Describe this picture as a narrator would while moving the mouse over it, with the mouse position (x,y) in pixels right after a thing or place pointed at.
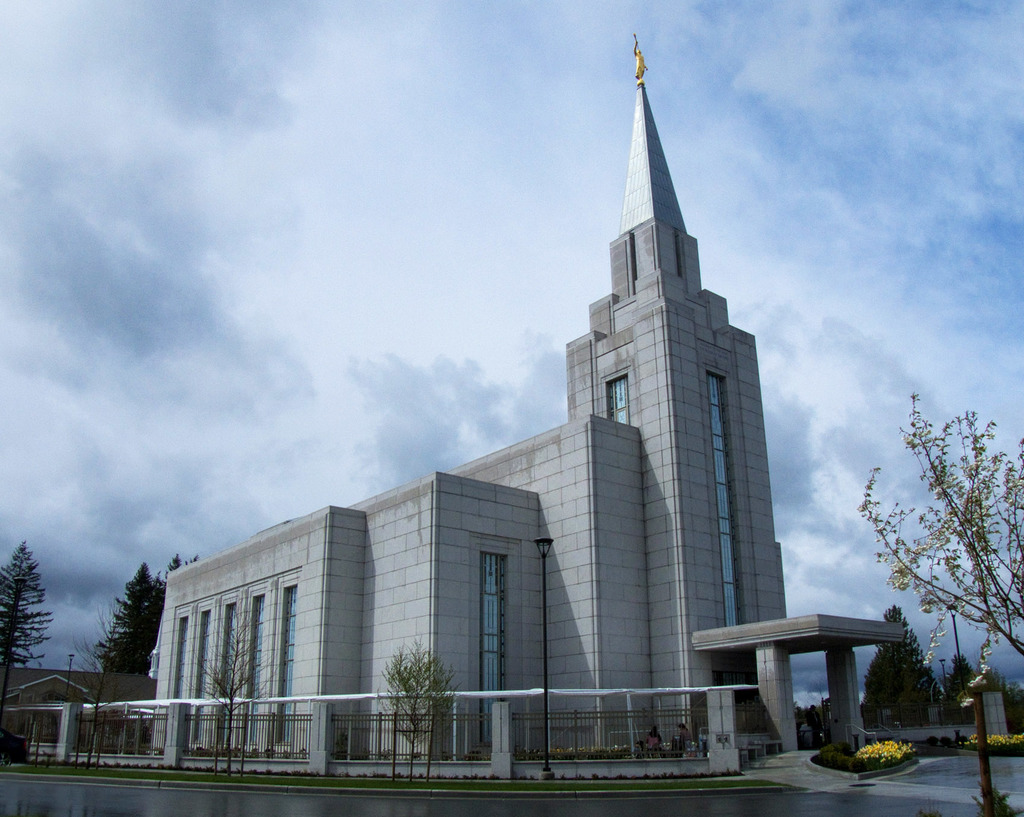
In this picture, it seems to be, there is church (432,616) in the center of the image (631,346) and there are plants (598,751) and a boundary (683,757) in front of it and there are houses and trees (909,695) in the image, there is sky (259,224) in the image.
